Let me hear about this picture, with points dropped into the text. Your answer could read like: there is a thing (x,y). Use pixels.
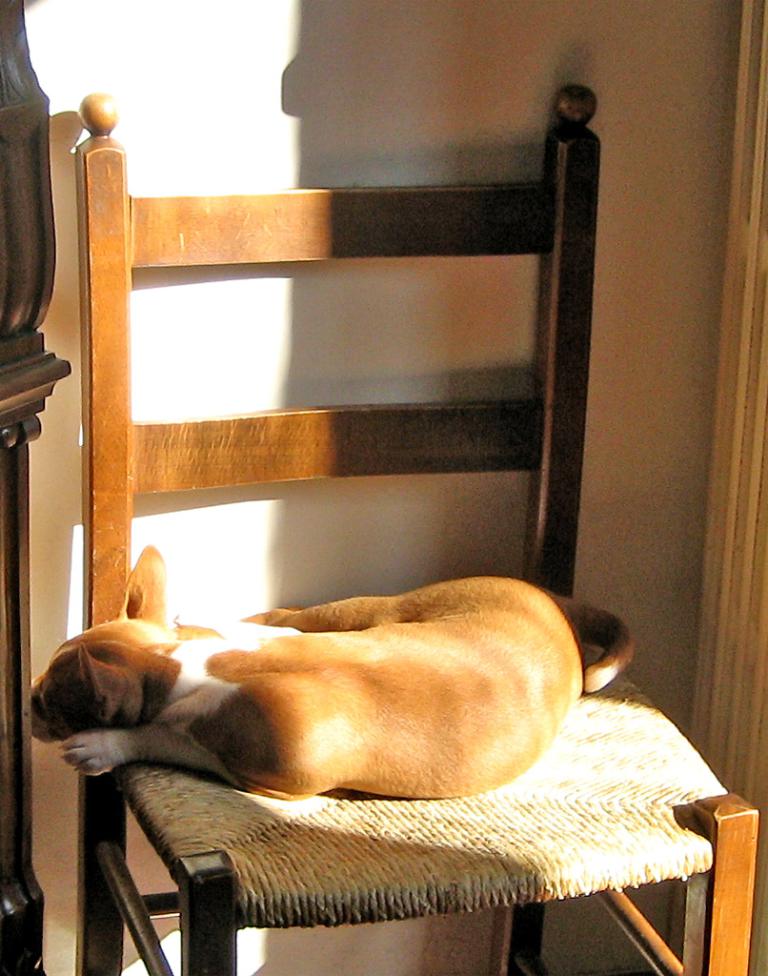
This image consists of a chair (526,835) and a dog (397,640) is sitting on that chair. It is in brown color. The chair (521,806) is made up of wood (229,430).
